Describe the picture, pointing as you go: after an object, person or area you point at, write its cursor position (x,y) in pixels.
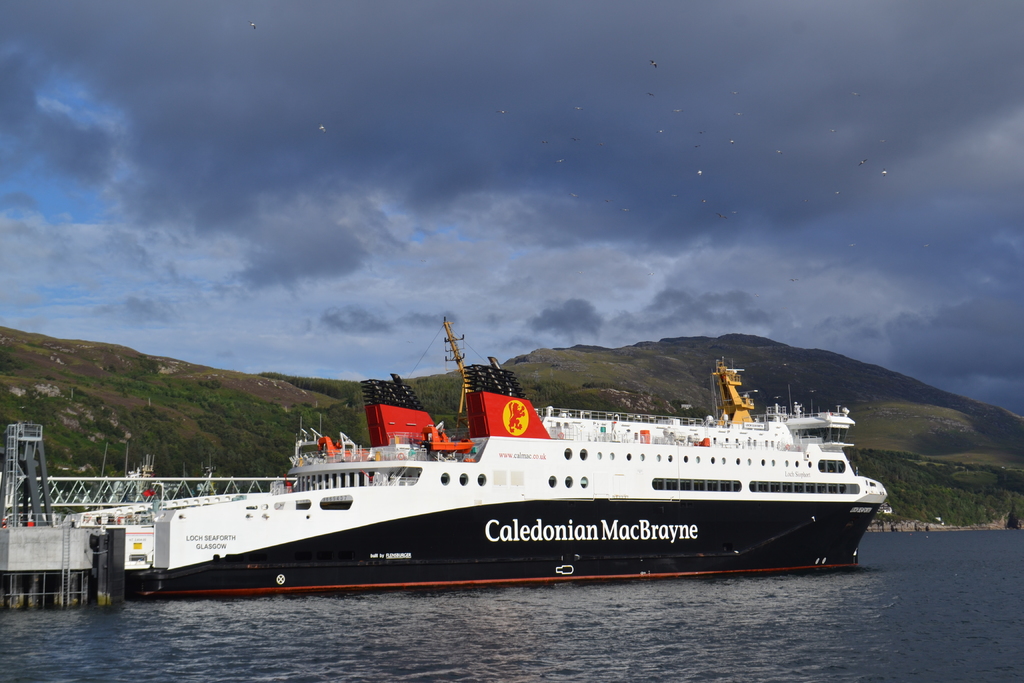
In this image we can see the ship (636,430) with the name (610,535) and the ship (608,572) is present on the surface of the water (648,607). In the background (297,406) we can see the hills (833,393) and also the sky (571,157) with clouds (529,279). We can also see some birds (252,22) flying.
